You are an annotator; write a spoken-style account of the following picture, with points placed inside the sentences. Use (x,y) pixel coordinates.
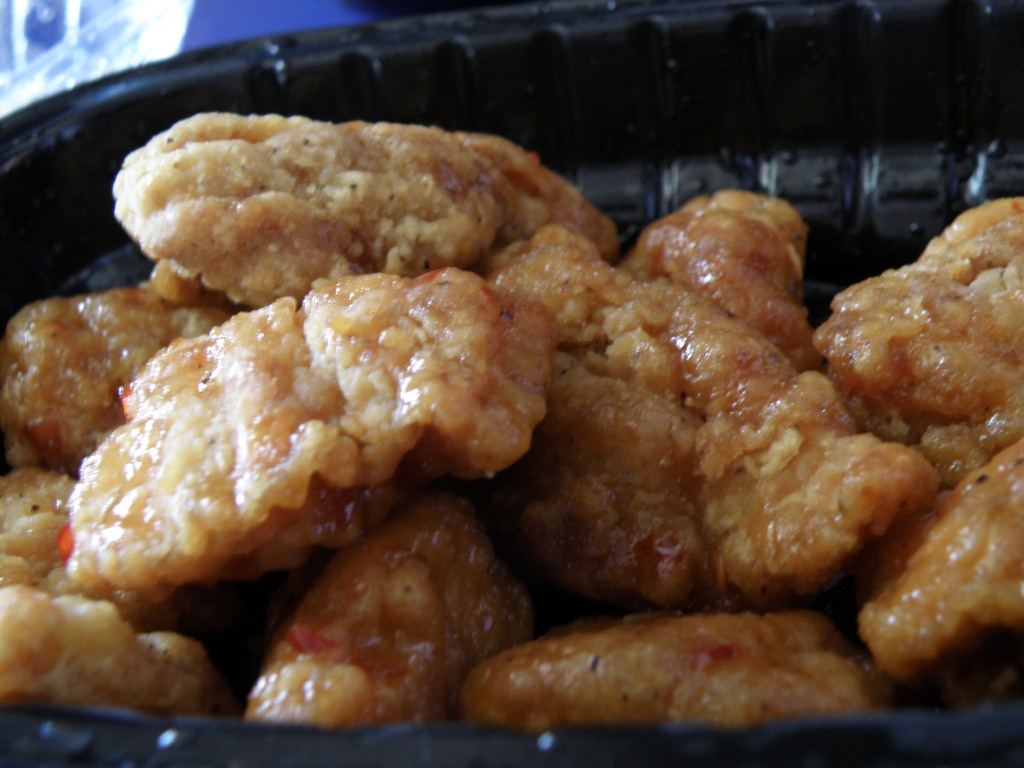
In the image we can see a bowl (65,121), in the bowl (630,183) we can see some food (395,189).
